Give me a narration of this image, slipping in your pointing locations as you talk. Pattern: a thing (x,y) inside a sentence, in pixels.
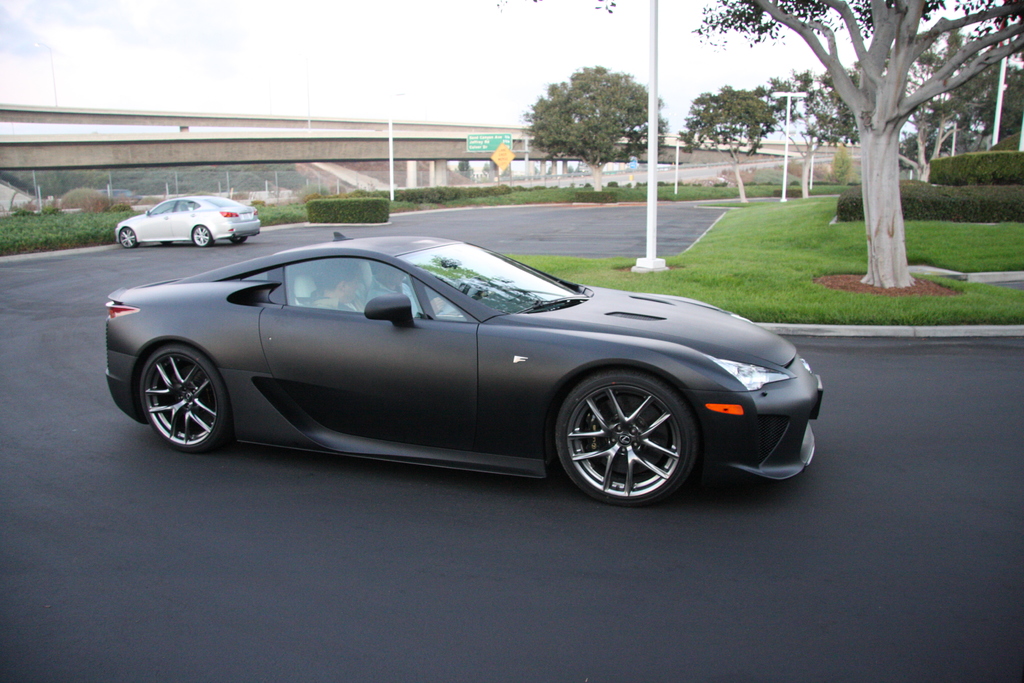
In the image we can see there are two cars (264,317) of different colors on the road (584,586). In the car (405,322) there are people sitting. Here we can see a bridge (182,155) and trees (773,110) around. We can even see there are light poles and grass (752,252). Here we can see a white cloudy sky (118,43).
